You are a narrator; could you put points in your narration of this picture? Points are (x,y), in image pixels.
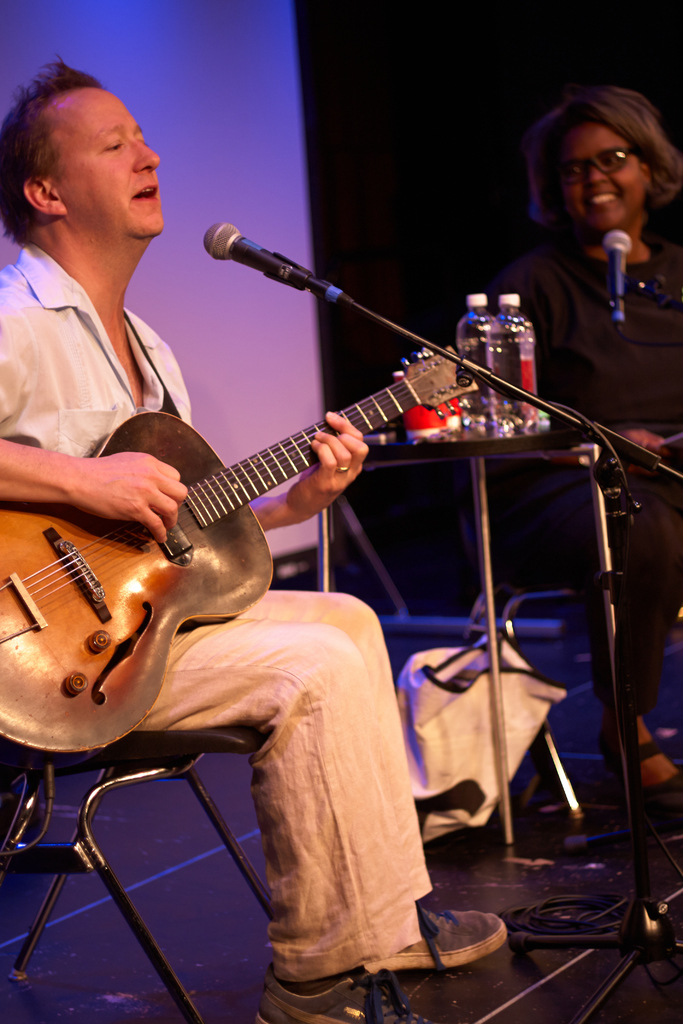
In this image I can see a man (268,659) is sitting and holding a guitar (234,562). I can also see a mic (215,249) in front of him. In the background (530,558) I can see a woman (572,469) and smile (602,193) on her face (631,200). I can see she is wearing a specs (586,170). Here on this table (557,453) I can see few bottles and I can see one more mic (609,240) in front of her. Here I can see a bag (440,751).
